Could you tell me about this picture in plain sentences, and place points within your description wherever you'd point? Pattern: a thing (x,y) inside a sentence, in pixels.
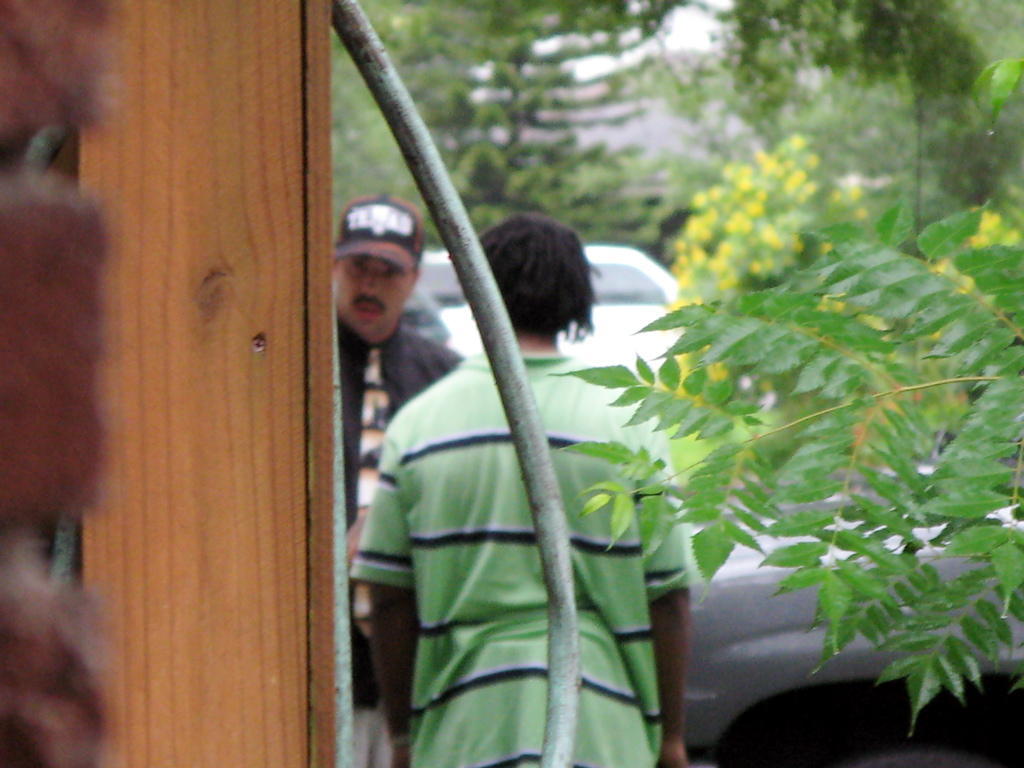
In this image I can see few people (471,393) are standing and I can see one of them is wearing a cap (387,241). I can also see few vehicles (644,269), few trees (731,309) and I can see this image is little bit blurry from background (446,1).
